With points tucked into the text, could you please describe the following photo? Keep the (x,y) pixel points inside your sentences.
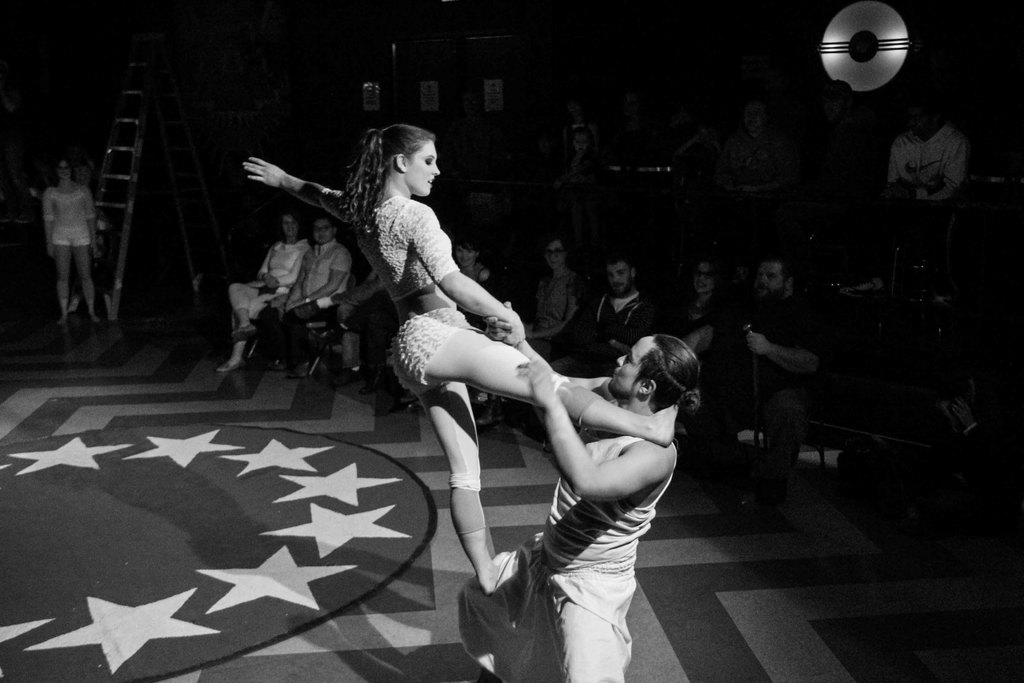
In this picture I can observe a man (599,512) and woman (391,150) in the middle of the picture (445,361). I can observe some people (360,286) sitting on the chairs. The background (269,78) is dark. This is a black and white image.
